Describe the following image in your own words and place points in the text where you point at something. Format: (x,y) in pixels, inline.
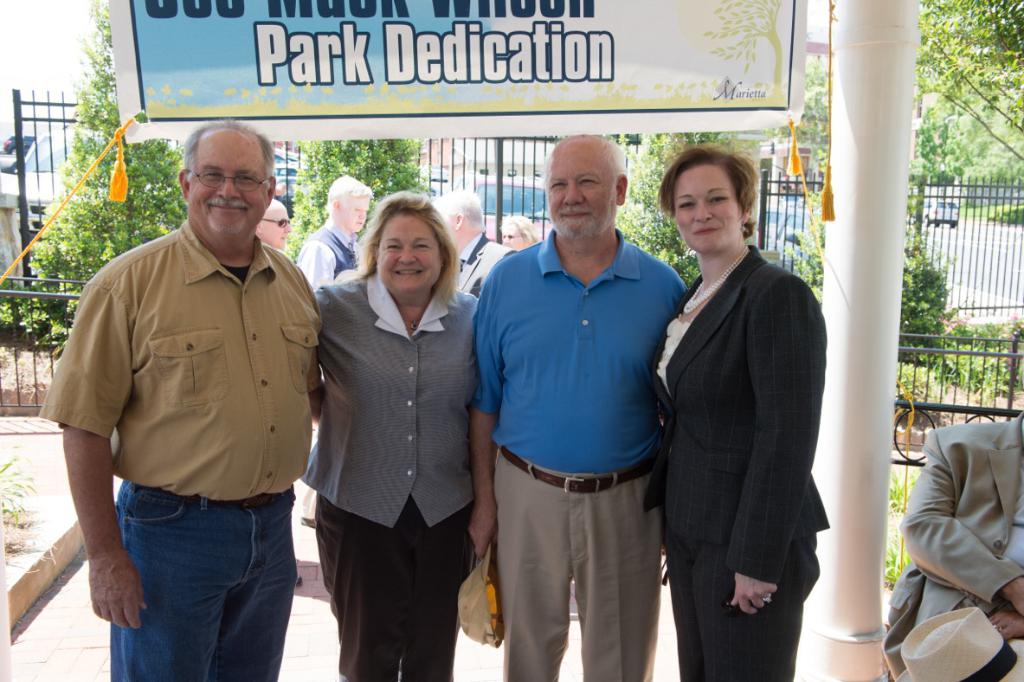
In this image in front (691,403) there are people (382,498) wearing a smile on their faces (555,203). Behind them there are few other people (468,200). On the right side of the image (852,575) there is a pillar (869,581). There is a banner (460,67). In the background of the image (911,237) there are trees (398,159). There is a metal fence (501,180). There are cars (504,193) on the road (968,249).
